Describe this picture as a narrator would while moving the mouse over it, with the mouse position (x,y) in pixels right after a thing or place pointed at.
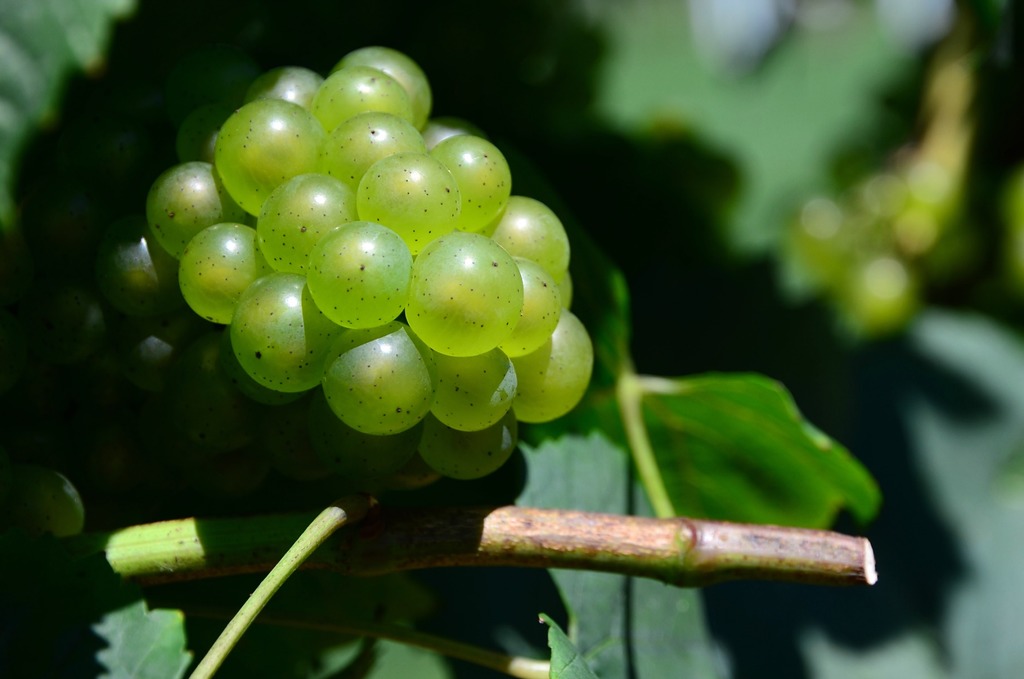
In this image I can see the green color fruits (314,385) to the plant (538,513). I can see the blurred background (782,199).
